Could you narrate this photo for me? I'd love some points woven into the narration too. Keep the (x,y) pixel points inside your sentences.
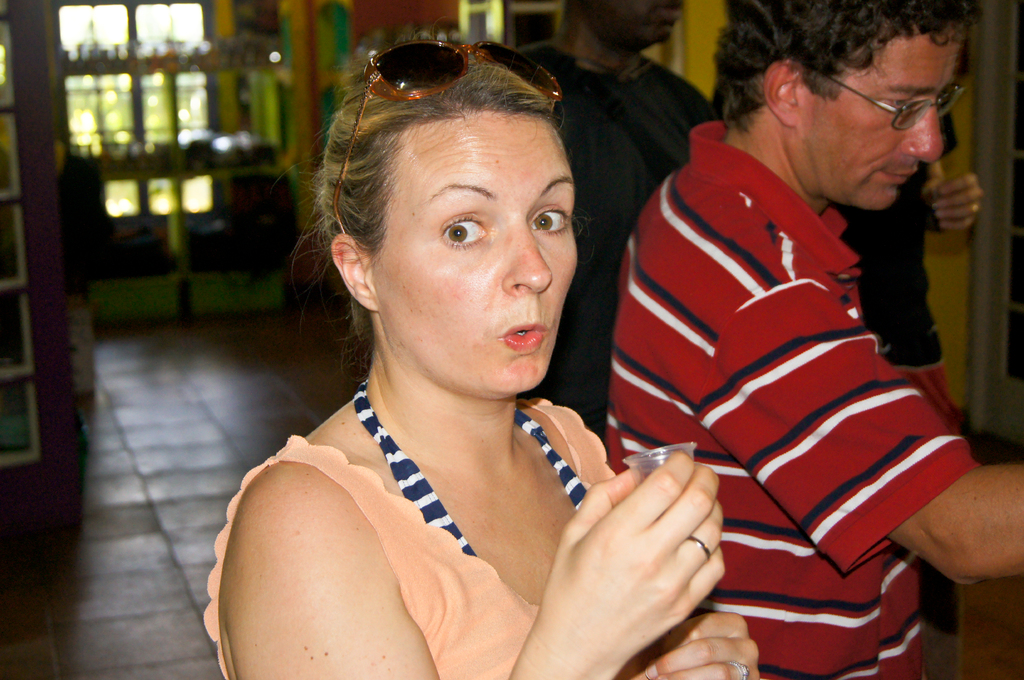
In this picture we can see group of people (590,333), on the right side of the image (805,377) we can see a man (838,306), he wore spectacles (850,90), and we can find blurry background (235,151).
